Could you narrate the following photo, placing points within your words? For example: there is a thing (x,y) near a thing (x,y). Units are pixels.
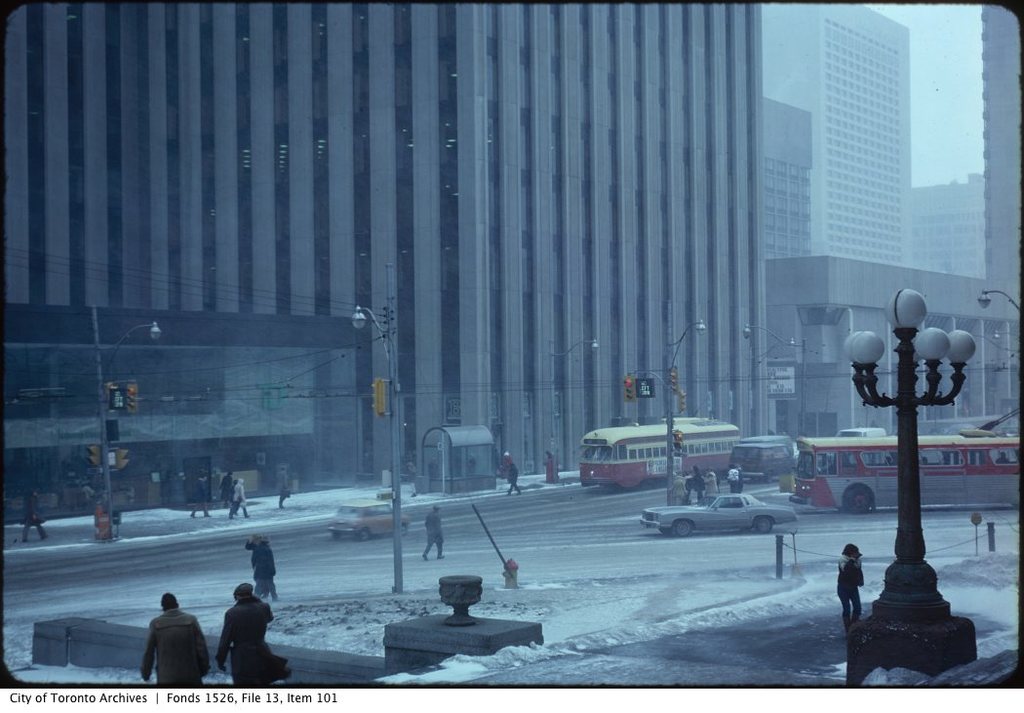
In this image we can see a group of vehicles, the snow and a group of people (426,527) standing on the road (636,544). We can also see some street poles (914,572), a fence (970,543), the signboards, the traffic signal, some wires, a group of buildings (167,279) and the sky (920,44) which looks cloudy.
